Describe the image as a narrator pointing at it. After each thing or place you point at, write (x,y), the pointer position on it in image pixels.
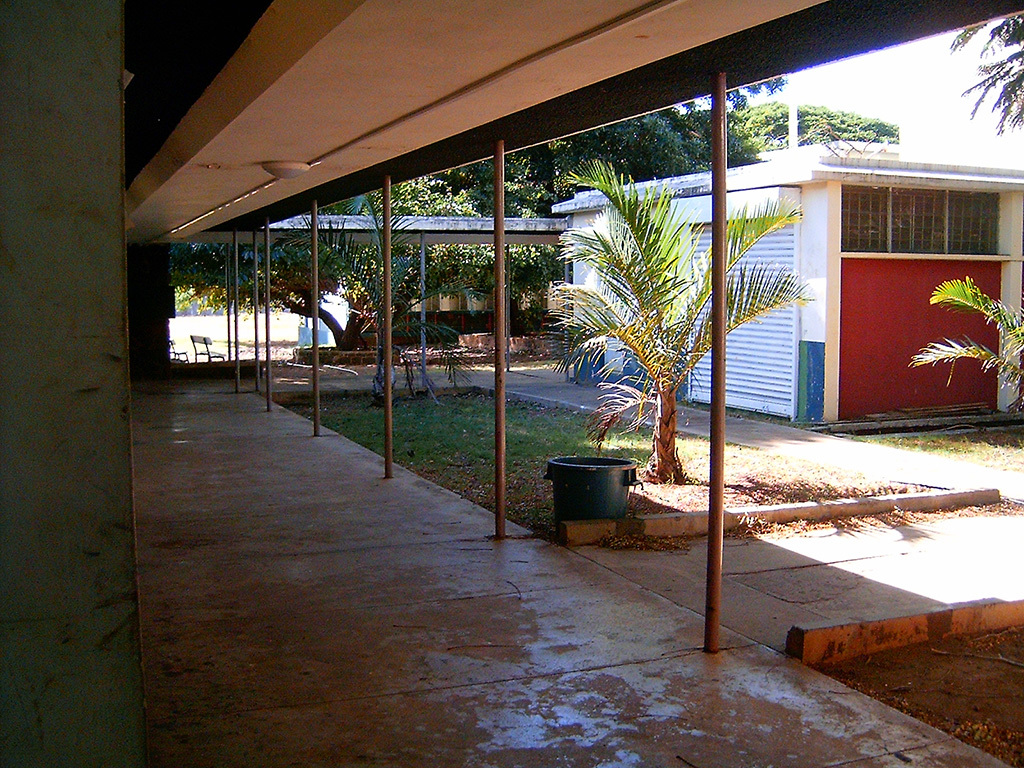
In this image I can see few buildings (1008,239), shed (425,84), poles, trees (569,355), chairs (188,361), sky (965,49) and few objects (618,507).
